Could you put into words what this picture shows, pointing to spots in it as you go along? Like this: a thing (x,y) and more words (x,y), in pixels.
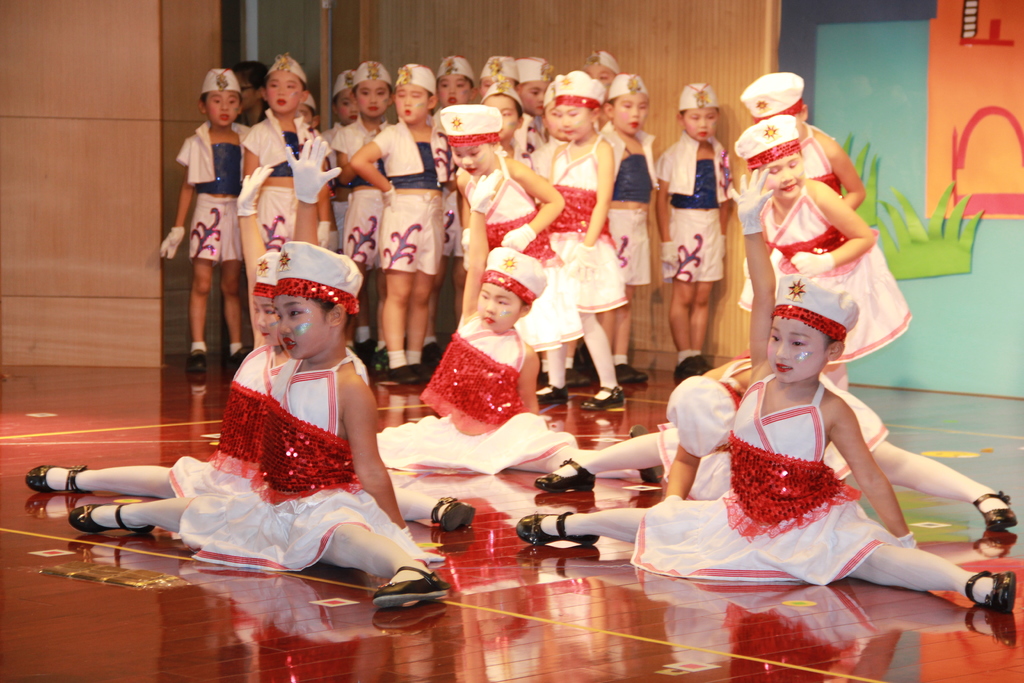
In this picture we can see few people (544,529) sitting on the floor (141,630). There are some people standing at the back (881,249). We can see art (919,168) and painting (990,122) in the background (1009,206).
